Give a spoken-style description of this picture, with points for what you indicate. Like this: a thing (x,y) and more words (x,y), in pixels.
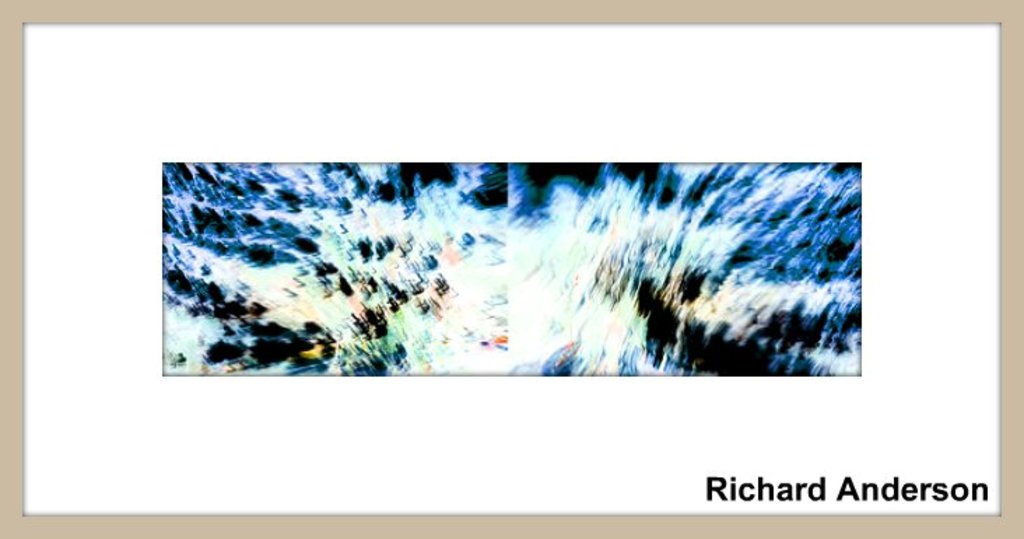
In this picture I can observe blurred images (372,256). This picture is a collage of two blurred images (362,247). I can observe blue, black and white colors in this picture. On the bottom right side (792,490) there is some text (753,490). The background (683,476) is in white color.
